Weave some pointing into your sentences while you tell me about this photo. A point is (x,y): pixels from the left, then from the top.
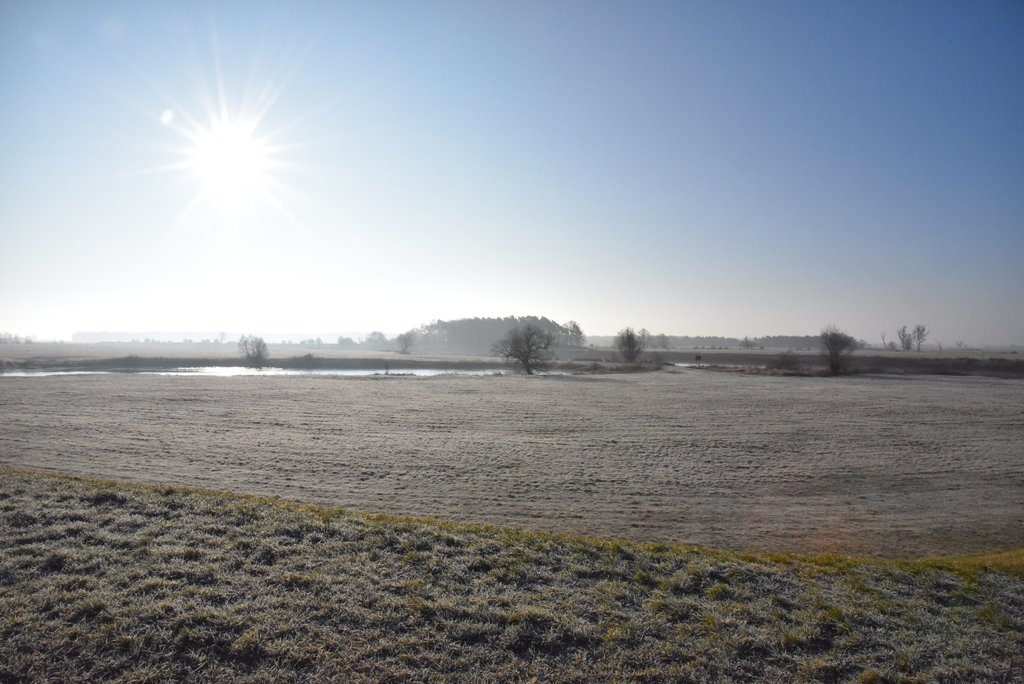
In this picture there are trees (519,323) and water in the center of the image (484,371) and there is sun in the image.
